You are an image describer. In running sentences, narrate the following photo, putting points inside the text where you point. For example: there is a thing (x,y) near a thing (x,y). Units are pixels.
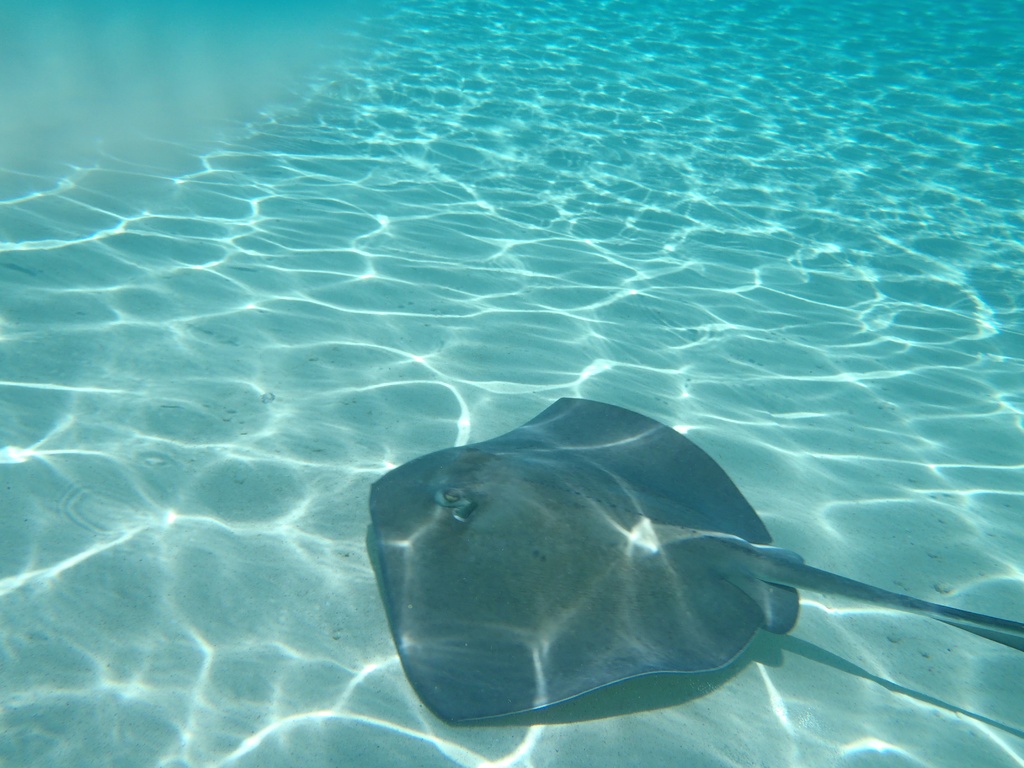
In this picture we can see a fish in the water (379,218).
